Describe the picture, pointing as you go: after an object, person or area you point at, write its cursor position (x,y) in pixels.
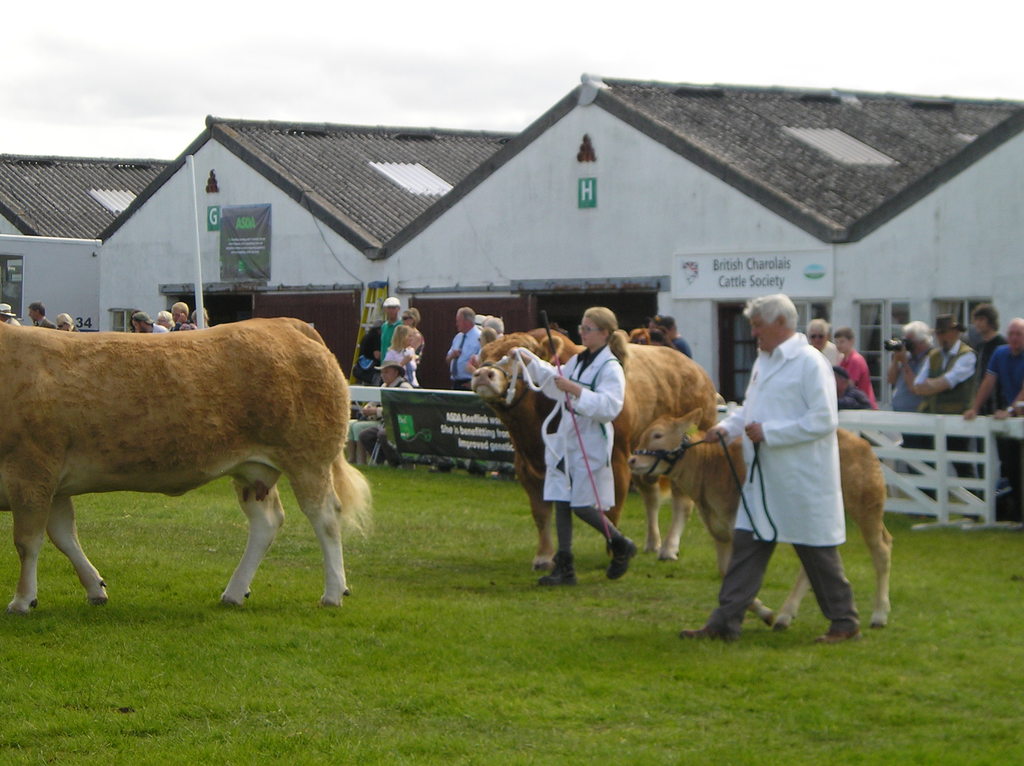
In this picture we can see animals (332,582), grass (424,590), man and woman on the ground (600,614), she is holding a rope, stick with her hands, man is holding a rope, at the back of them we can see a fence (414,391) and a group of people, one person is holding a camera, here we can see sheds (555,271), name board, banner (428,420), letter boards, pole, ladder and some objects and we can see sky (212,32) in the background (212,32).
